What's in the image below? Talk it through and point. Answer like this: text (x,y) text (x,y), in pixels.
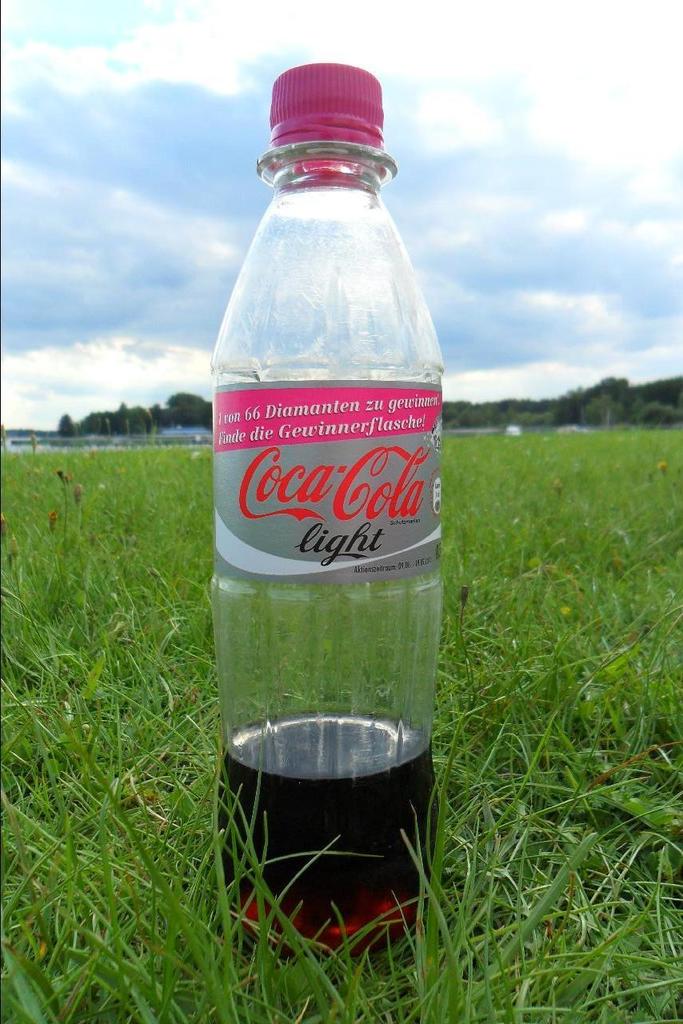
In this image there is a bottle (371,871) having a drink (371,871) inside it is having a pink colour cap (303,119). Bottle (322,895) is placed on a grassy land (553,501). Background (585,404) there are few trees (646,386) and sky (212,78) with some clouds (627,116).
